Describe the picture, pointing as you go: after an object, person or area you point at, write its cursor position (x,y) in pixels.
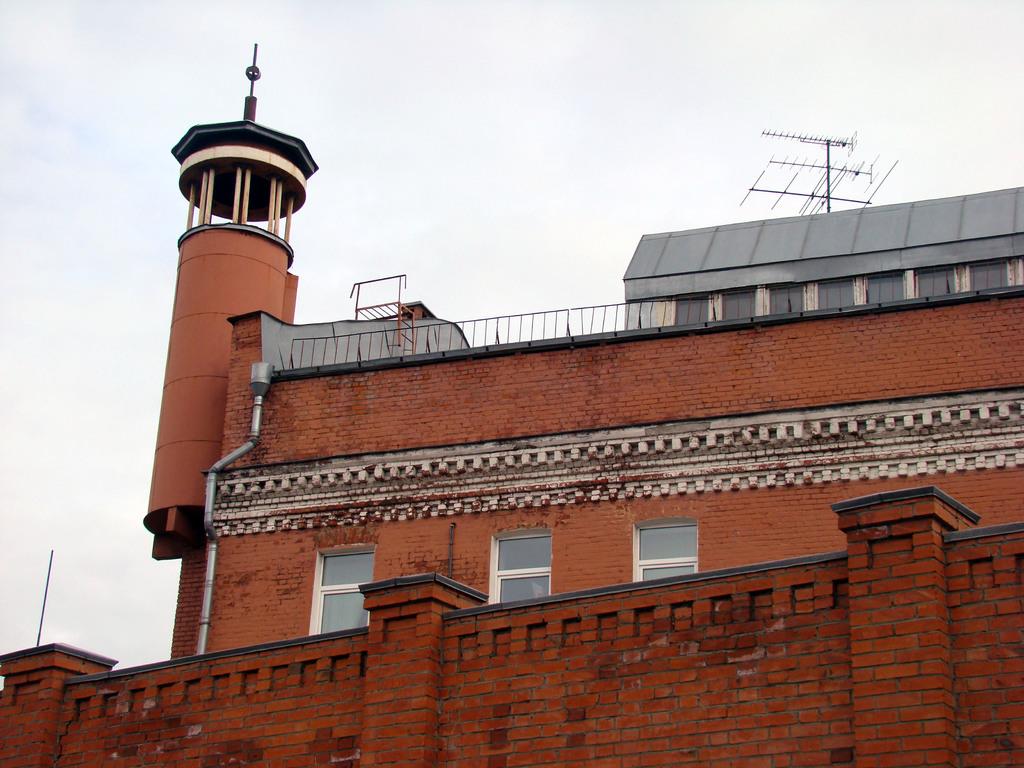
In this image I can see the wall (660,701) which is made up of bricks (478,701) which is brown in color and a building (531,430) which is cream and brown in color. I can see few windows (326,580) of the building (598,543) and an antenna (828,203) on top of it. In the background (572,160) I can see the sky (505,130).
